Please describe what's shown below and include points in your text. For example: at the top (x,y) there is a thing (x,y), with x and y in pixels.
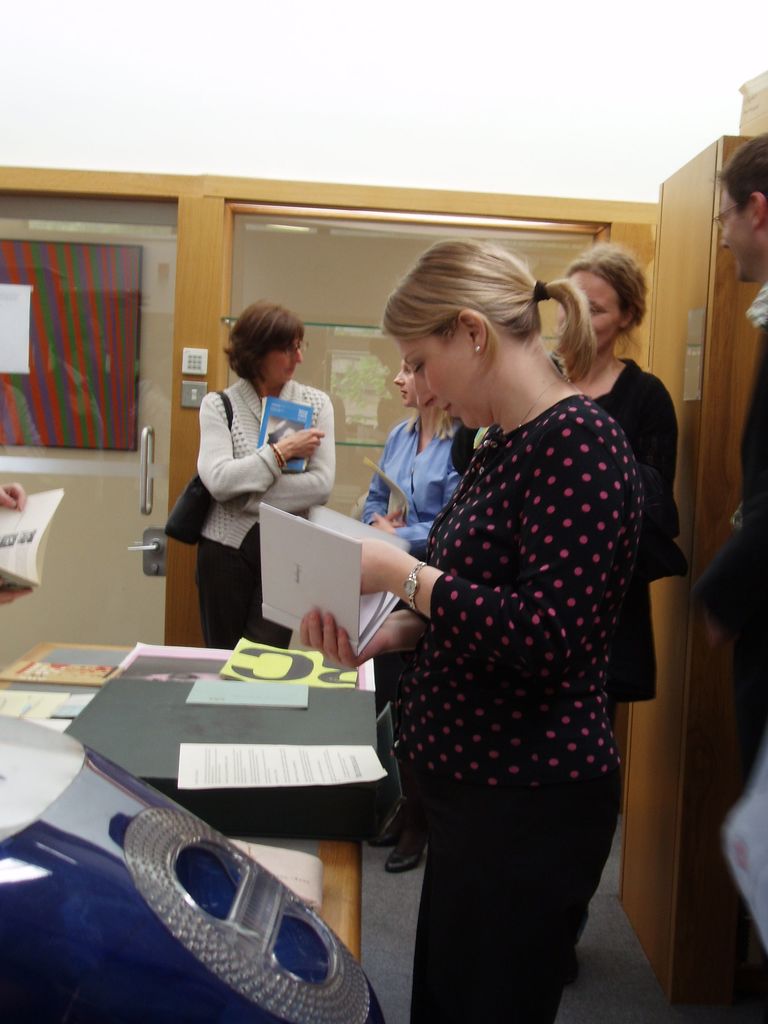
In this image I can see a woman (510,704) wearing black and pink colored dress (505,711) is standing and holding a book (347,525) in her hand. I can see a table (328,872) in front of her on which I can see few papers (260,663), a black colored object (222,723), a blue colored object (152,812) and few other things (102,677). In the background (123,575) I can see few persons (762,490) standing, some wooden furniture (699,278), the white colored wall (449,65) and the glass door (169,398).
